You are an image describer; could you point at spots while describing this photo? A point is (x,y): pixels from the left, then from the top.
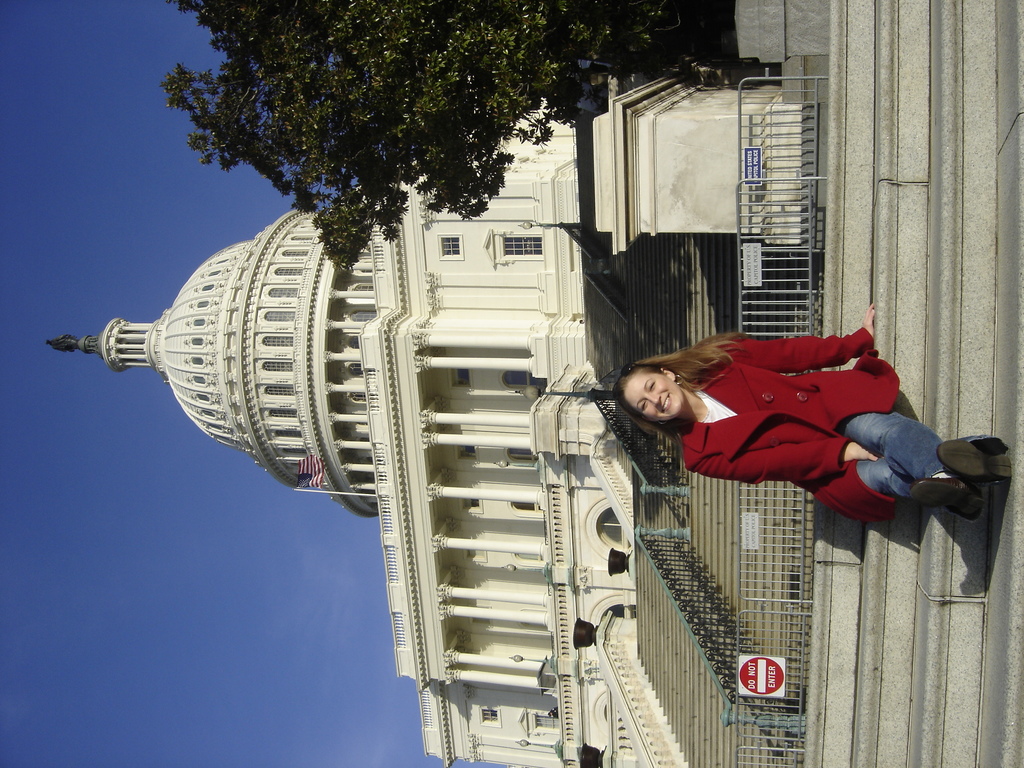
As we can see in the image there are stairs (842,646), buildings (464,503) and windows (457,256). There is a woman (831,448) wearing red color dress (808,427) and there is tree (409,93). On the left side (151,235) there is sky (60,333).
